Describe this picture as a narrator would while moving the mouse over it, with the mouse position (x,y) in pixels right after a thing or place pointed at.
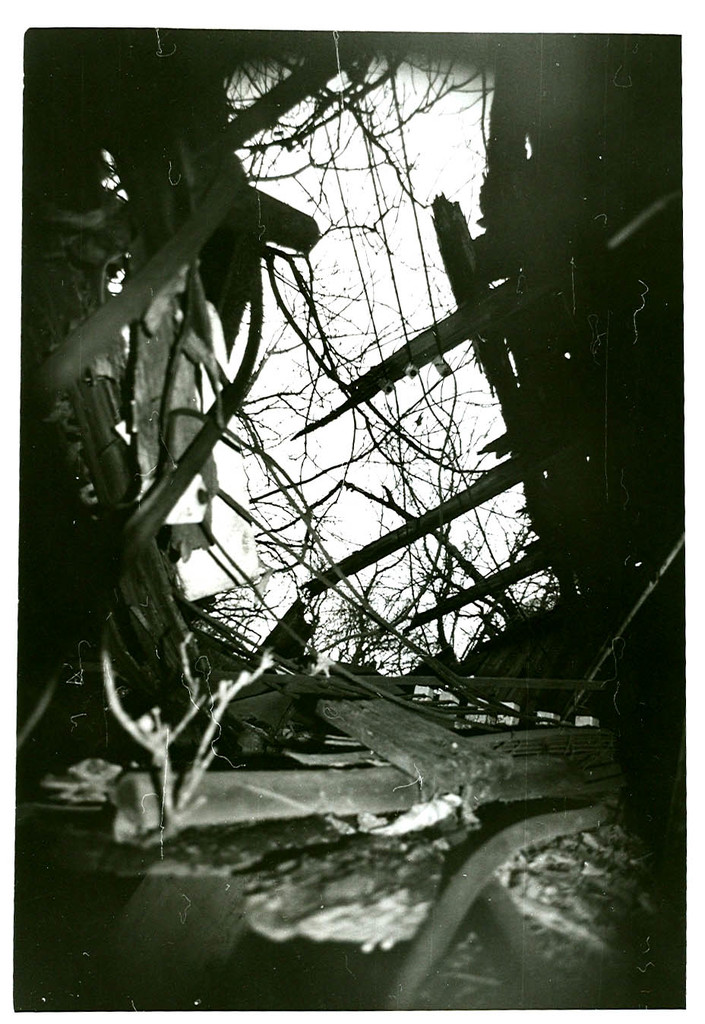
It is the black and white image in which we can see there are wooden sticks (297,770) on the ground (188,834). At the bottom (417,976) there is a pipe (516,832). There wooden sticks (242,782) on either side of the image.
